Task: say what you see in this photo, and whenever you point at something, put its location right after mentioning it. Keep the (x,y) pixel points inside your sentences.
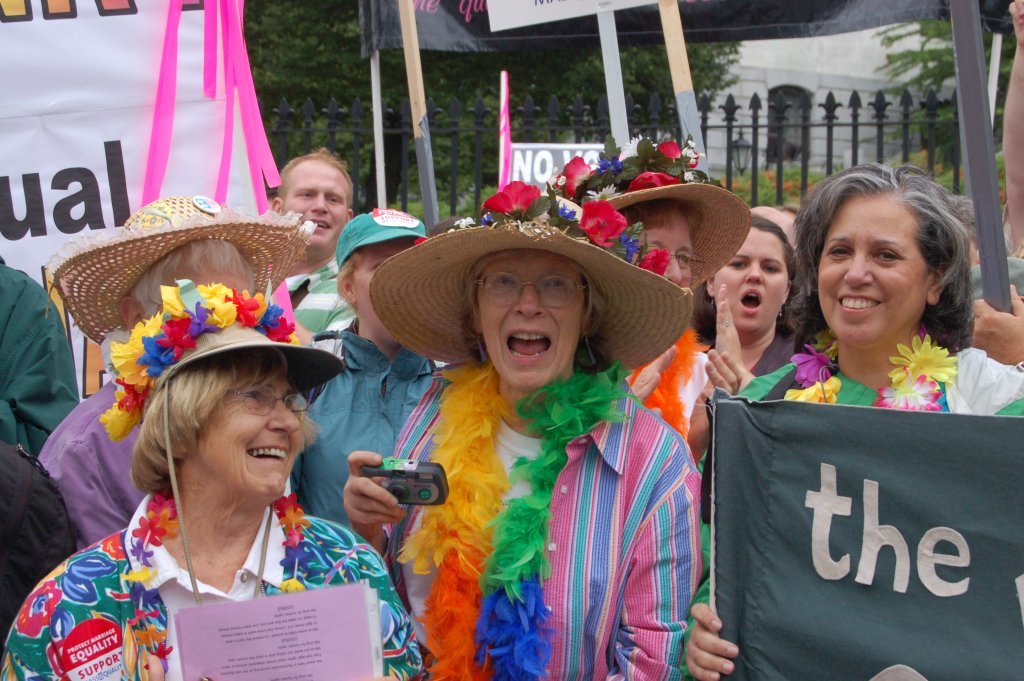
In this image, we can see some people (13,396) standing and we can see some posters (147,93), we can see the fence (481,138) and there are some green trees (572,86).
